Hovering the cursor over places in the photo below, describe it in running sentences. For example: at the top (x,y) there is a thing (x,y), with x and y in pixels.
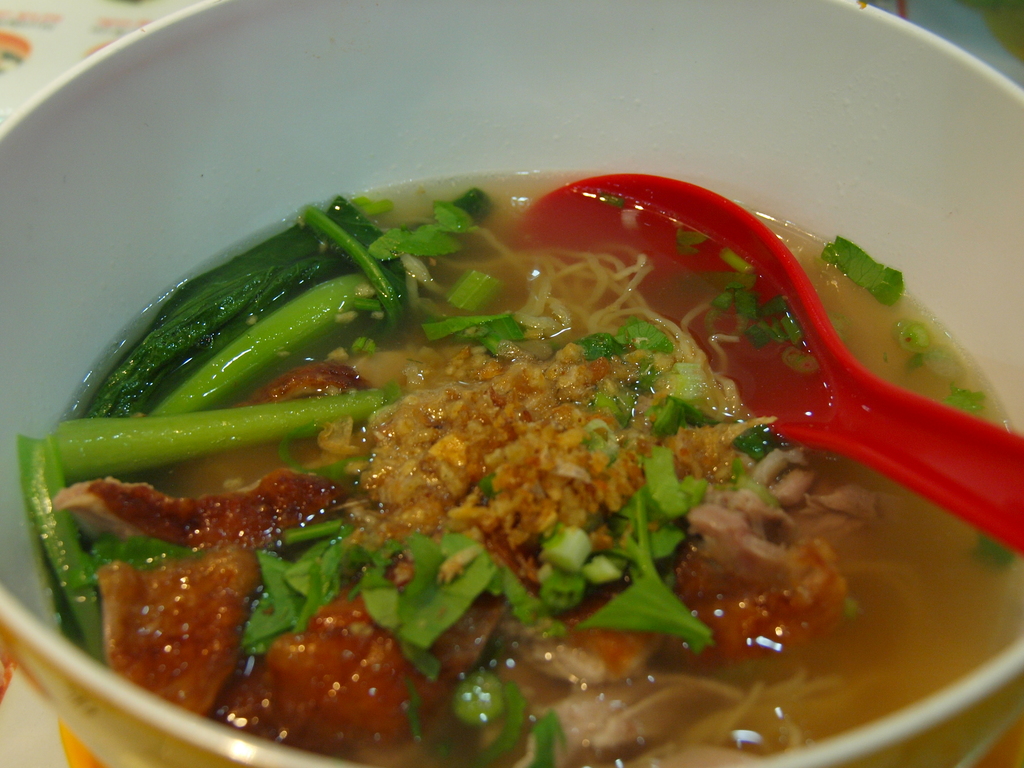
In this picture, we can see a table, on that table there is a bowl (798,104), in the bowl (806,150), we can see red color spoon (822,425) with some food item (389,448) with some liquid (968,588) in it.
